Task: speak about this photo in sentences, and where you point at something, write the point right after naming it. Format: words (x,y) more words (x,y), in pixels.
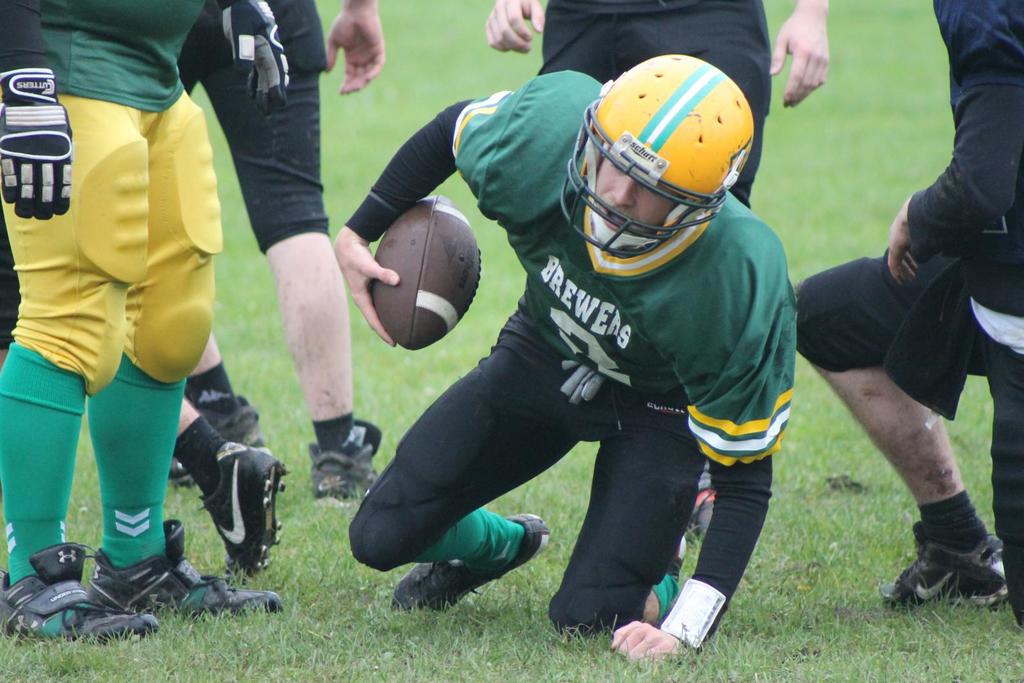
This photo is clicked on ground (804,532) where many people (518,461) are playing American football. The man (605,303) in green t-shirt (586,258) wearing yellow helmet (658,130) is holding American football (425,319) in his hand (381,324). In front of him, we see grass (329,624).
